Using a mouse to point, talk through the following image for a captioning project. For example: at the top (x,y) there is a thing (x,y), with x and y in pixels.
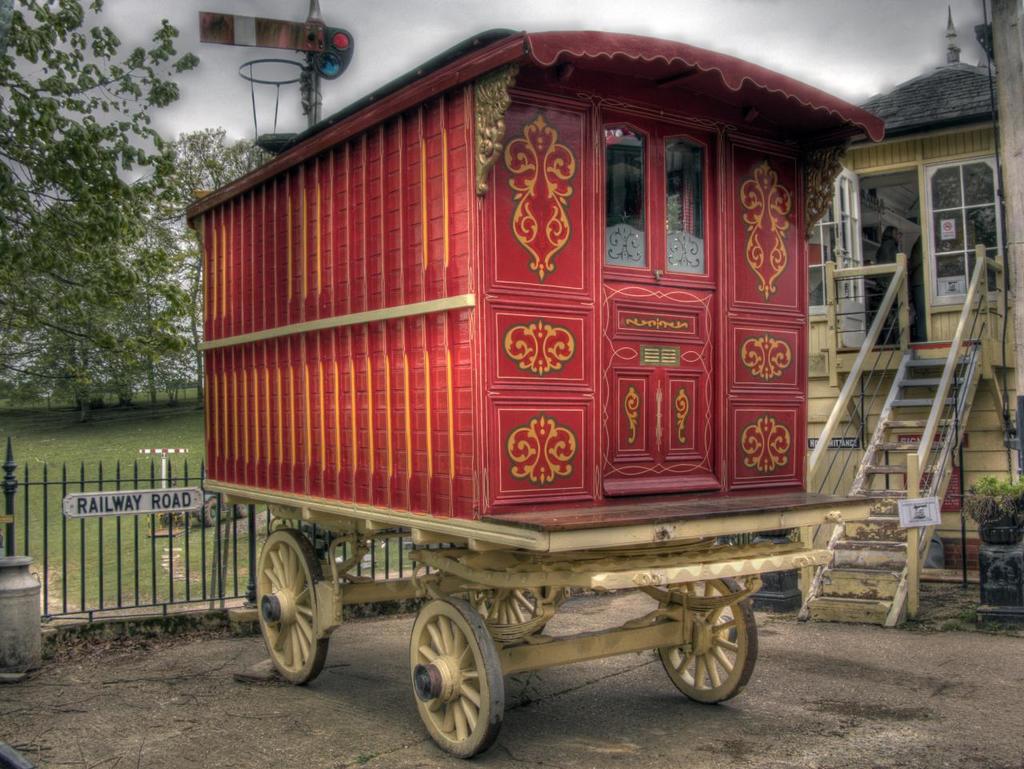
In this image there is a trolley (539,582) in the middle (509,489). On the right side (923,248) there is a small house (941,271). In front of it there are steps (861,548). In the background (110,407) there is a ground (123,407). On the ground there is a tree (69,271). There is a fence (116,537) behind the trolley (412,456). At the top (204,29) there is a pole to which there is a board (220,33). On the trolley (573,534) there is a small house like structure (597,324).
